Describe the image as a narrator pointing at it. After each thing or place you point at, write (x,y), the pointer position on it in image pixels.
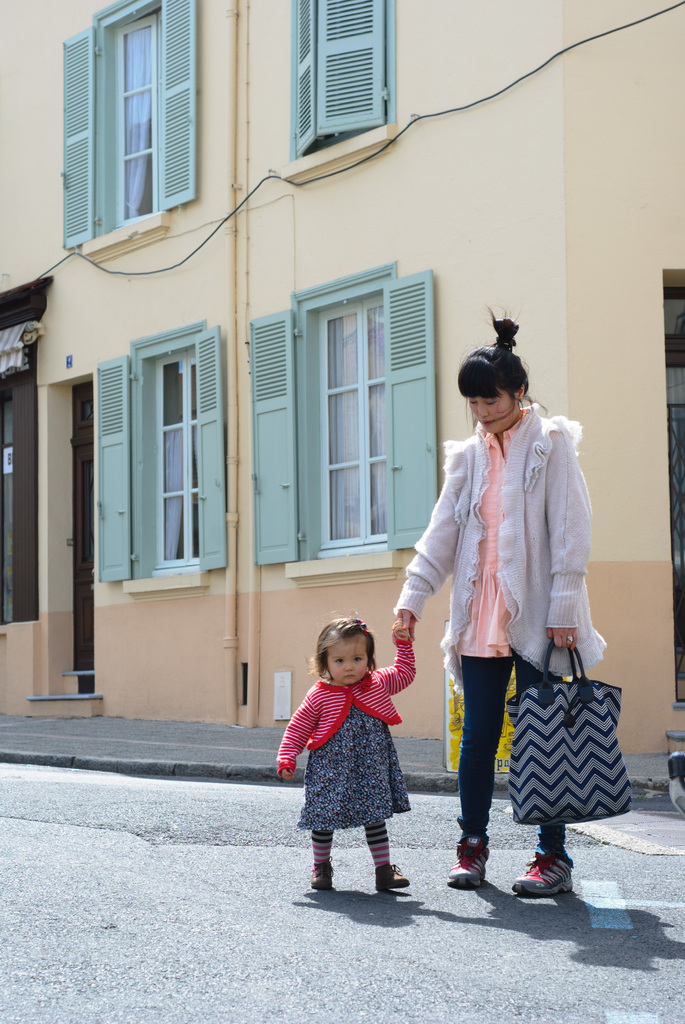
In the right middle of the image (486,676), there is a woman (551,873) standing and carrying a bag (529,723) in her left hand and holding her baby's hand (392,635) in a right hand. In the background (118,595), a building (146,28) is visible of yellow in color and windows (423,306) are visible. This image is taken on the road (149,815) during day time.
